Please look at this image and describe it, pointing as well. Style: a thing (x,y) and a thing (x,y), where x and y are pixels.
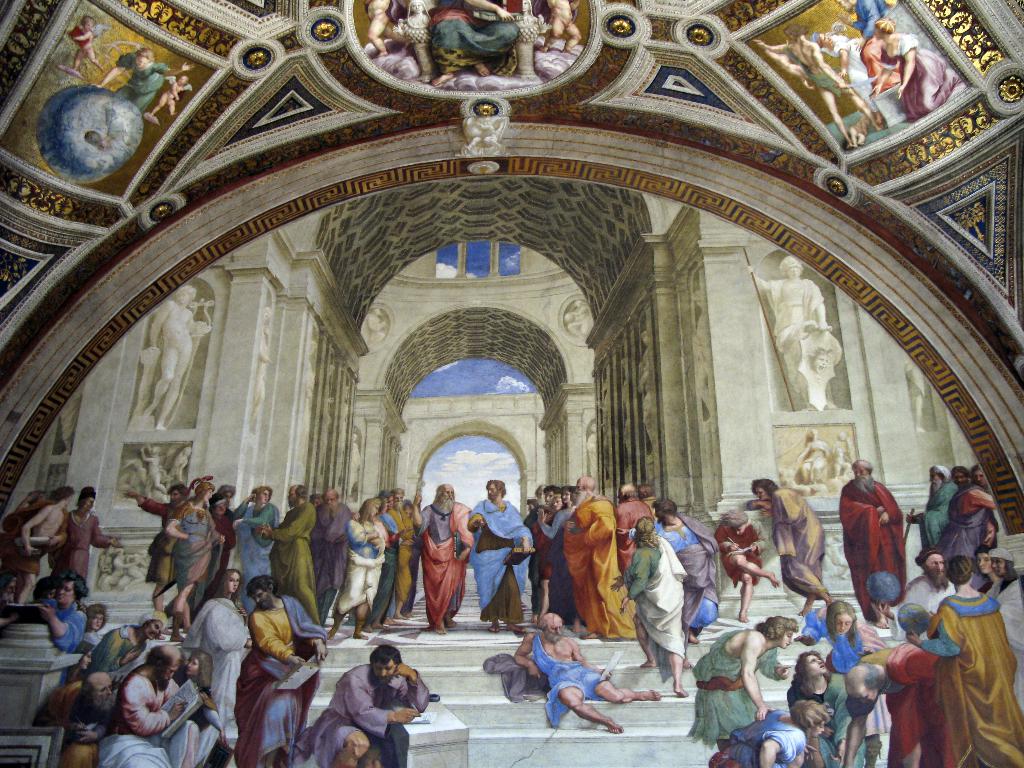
In this image, we can see a painting (454,440) of a group of people (553,716). In the background (815,357), we can see some sculptures (831,444). At the top (345,200), we can see a roof (344,119).
